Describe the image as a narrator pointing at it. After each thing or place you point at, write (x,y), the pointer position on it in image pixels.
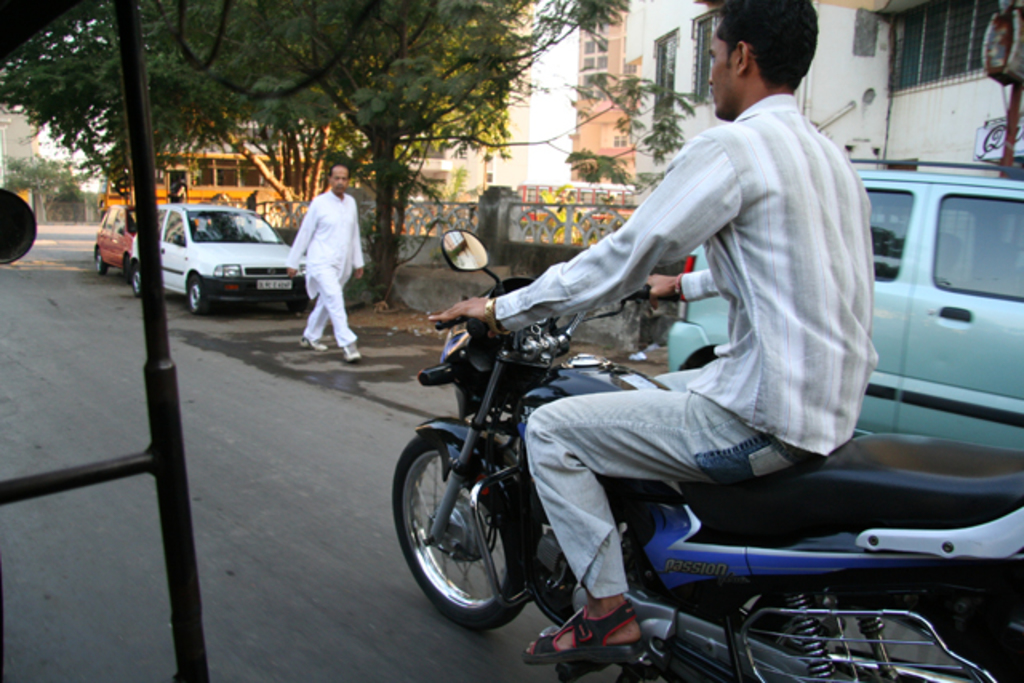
In this picture we can see man (681,396) riding bike (550,376) on road (346,551) and aside to this road (290,327) person (323,317) walking and cars (169,244) and in background (183,127) we can see bus (202,158), trees (359,80), buildings (680,66) with window (672,55), fence (473,209).
